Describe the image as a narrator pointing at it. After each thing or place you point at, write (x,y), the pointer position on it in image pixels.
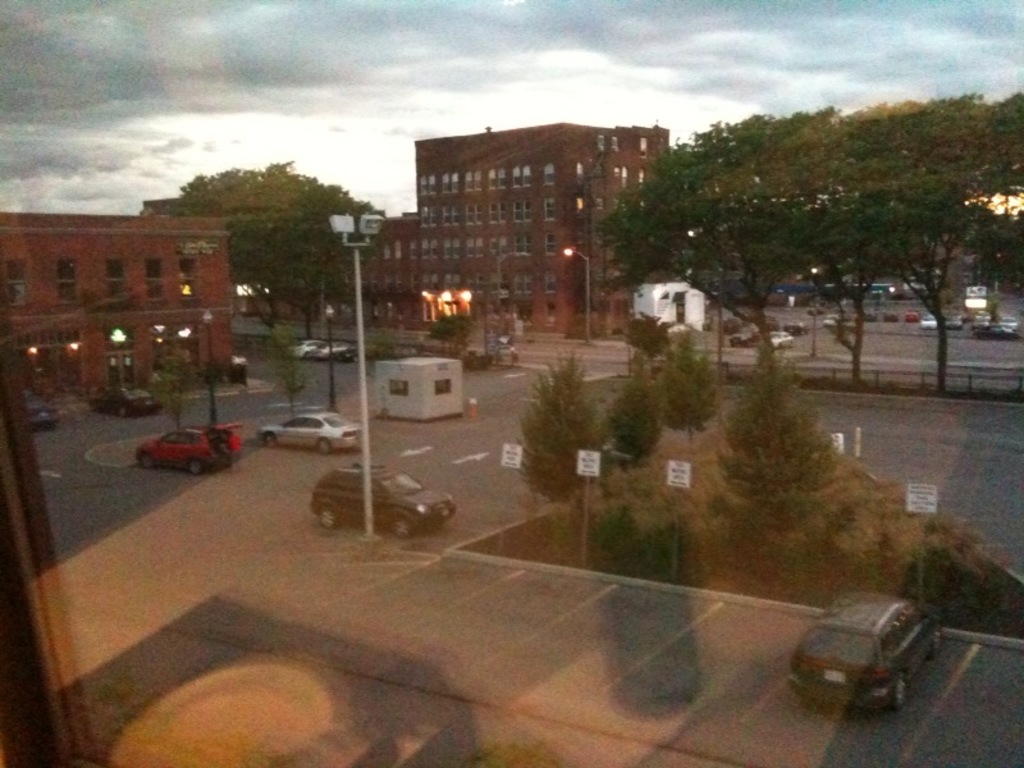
In this image we can see vehicles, trees (648,359), lights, roads (991,515) and other objects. In the background of the image (683,257) there are trees (991,164), vehicles (949,322), buildings (515,263), lights (360,326) and other objects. At the top of the image (312,112) there is the sky (175,54). At the bottom of the image (514,667) there is the road (668,724). On the left side of the image (37,487) it looks like a building (71,268).
